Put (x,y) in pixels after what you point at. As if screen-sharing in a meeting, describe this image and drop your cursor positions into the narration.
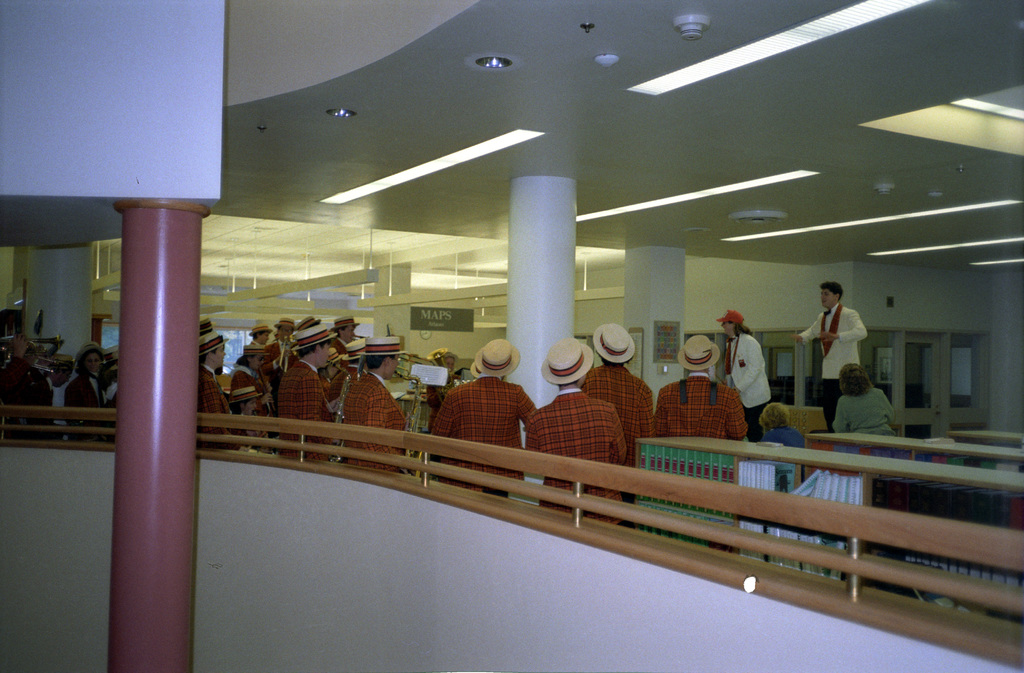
The image is taken inside the building (341,29). In the center of the image (616,352) there are people (605,382) wearing costumes (741,433) and we can see bookshelves (896,439). There are pillars (570,251). At the top (479,53) there are lights (749,60).
